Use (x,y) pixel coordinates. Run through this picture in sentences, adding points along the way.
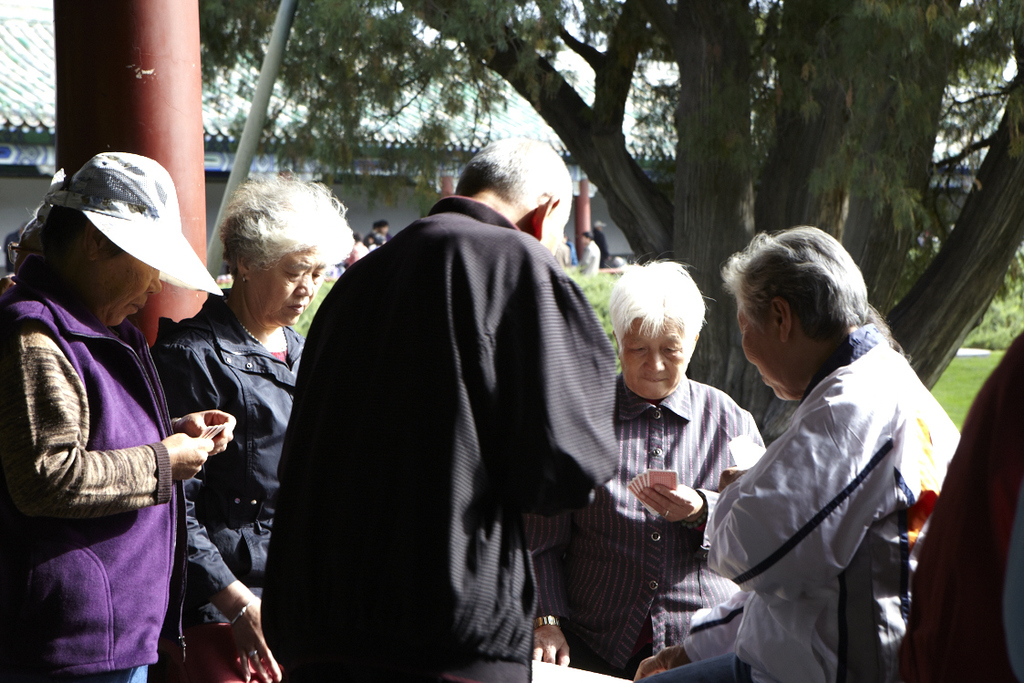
This picture is clicked outside. In the foreground (575,341) we can see the group of people (509,434) and in the background (593,121) we can see the houses (213,115), trees (294,85), metal rod (262,98) and the group of people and we can see the plants (1014,304) and the green grass (985,366) and some other objects (973,356).
